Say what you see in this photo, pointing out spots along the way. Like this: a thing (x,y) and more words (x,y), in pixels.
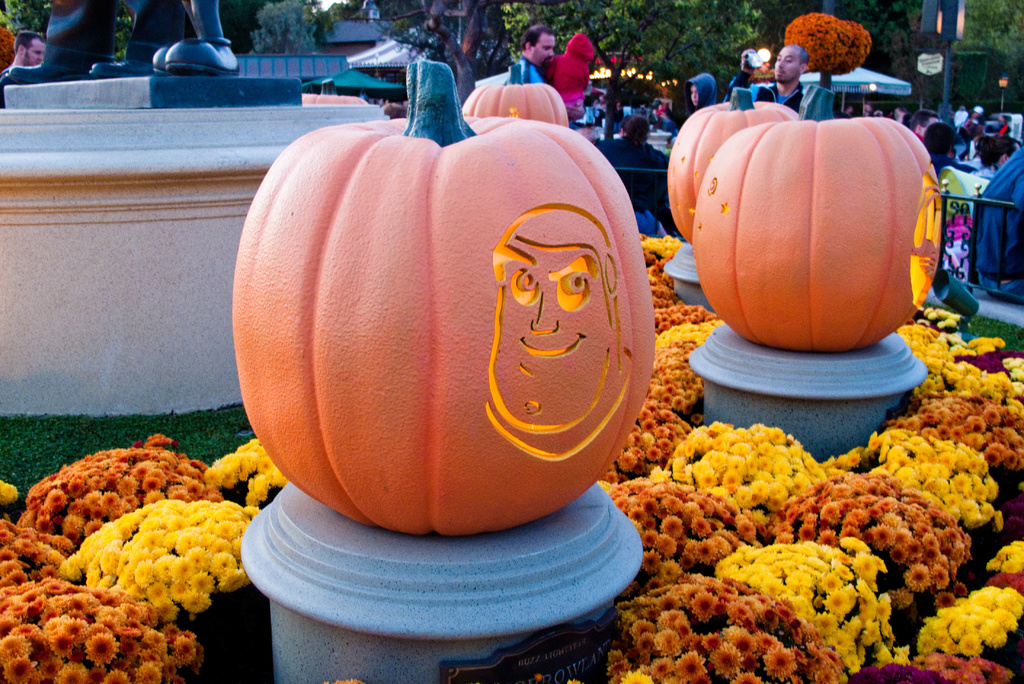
In this image we can see there are pumpkins (495,288) on the pillar (547,534) and there are flowers (722,476) at the back (148,54) it looks like a statue (168,100). And there is the fence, trees (423,29) and board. And at the back (865,99) it looks like a tent (395,43) and there are a few people (695,78) standing and few people (980,210) sitting.
